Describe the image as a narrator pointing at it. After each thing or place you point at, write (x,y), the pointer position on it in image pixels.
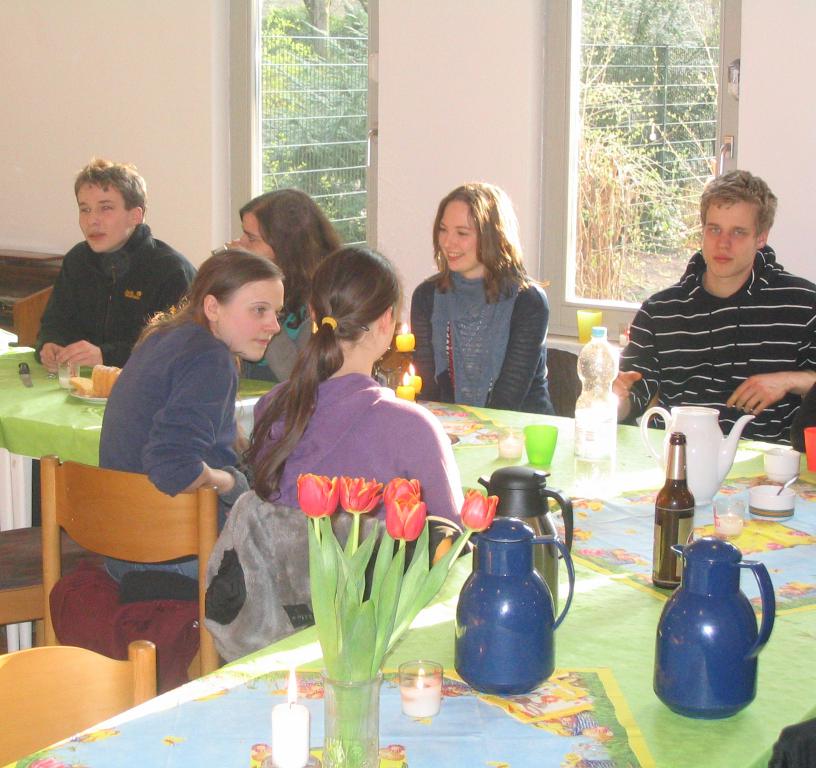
These persons (368,403) are sitting on the chairs (96,706). We can see flowers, candle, kettles (728,467), bottles (581,445), food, plate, cup (538,427), bowl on the tables (274,659). On the background (452,84) we can see wall (488,85), glass windows (659,42), from this glass windows (645,76) we can see trees (647,63).
